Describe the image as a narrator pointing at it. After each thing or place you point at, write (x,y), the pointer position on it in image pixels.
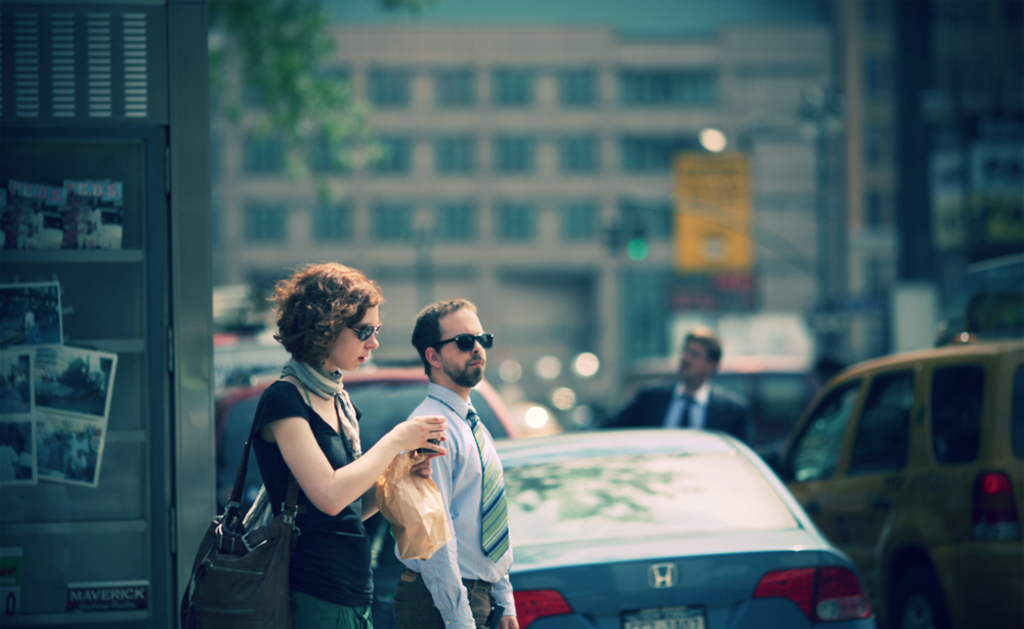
As we can see in the image there are cars (685,585), few people (354,459) here and there, banner (705,173), tree (246,60) and photo frames (51,429).
